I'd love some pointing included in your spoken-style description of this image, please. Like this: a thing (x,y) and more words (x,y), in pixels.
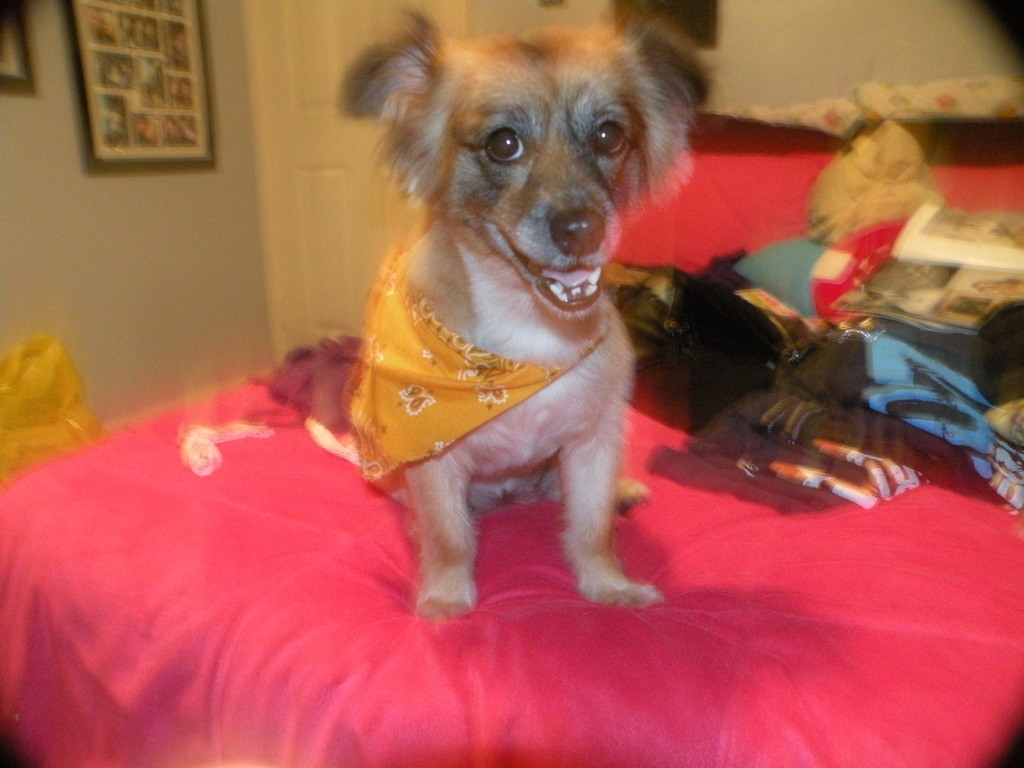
In this picture we can see a dog (588,470) is sitting on a bed (568,563), on the right side (885,399) there are some clothes (905,395), in the background (184,204) we can see a wall (224,222) and a door (275,193), there is a photo frame (135,93) present on the wall (230,16).
